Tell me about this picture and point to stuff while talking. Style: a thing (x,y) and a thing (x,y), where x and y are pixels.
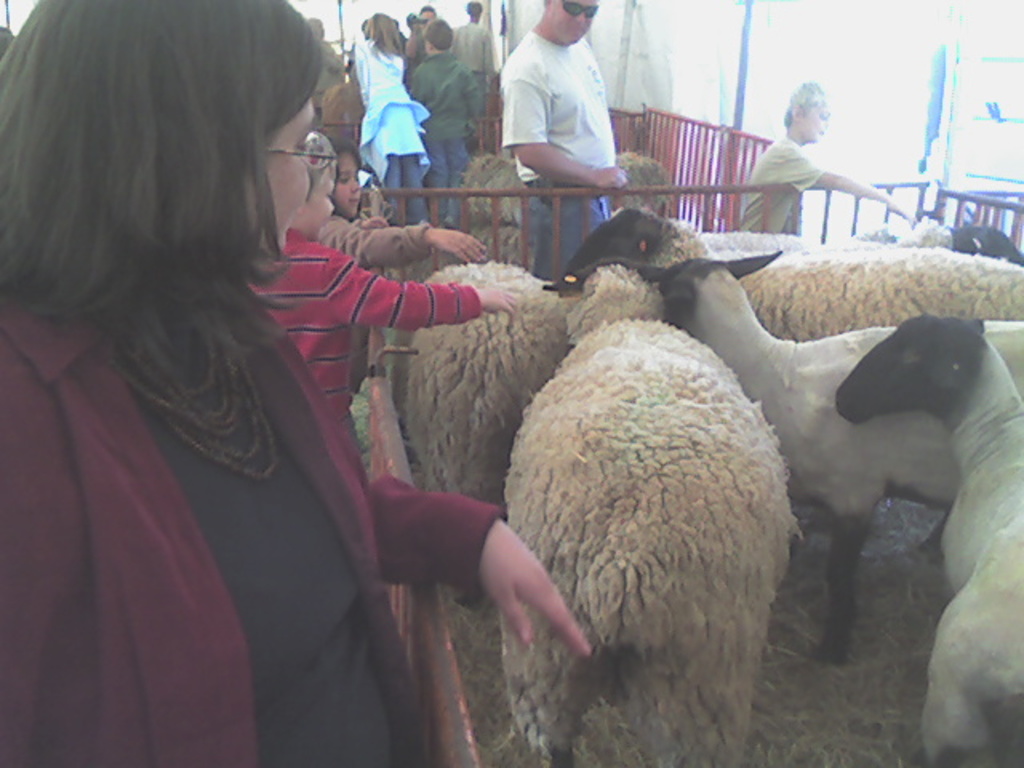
There are many sheep (751,287). Around them there are railings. Also there are many people (289,168) standing. On the ground (805,535) there are dried leaves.
